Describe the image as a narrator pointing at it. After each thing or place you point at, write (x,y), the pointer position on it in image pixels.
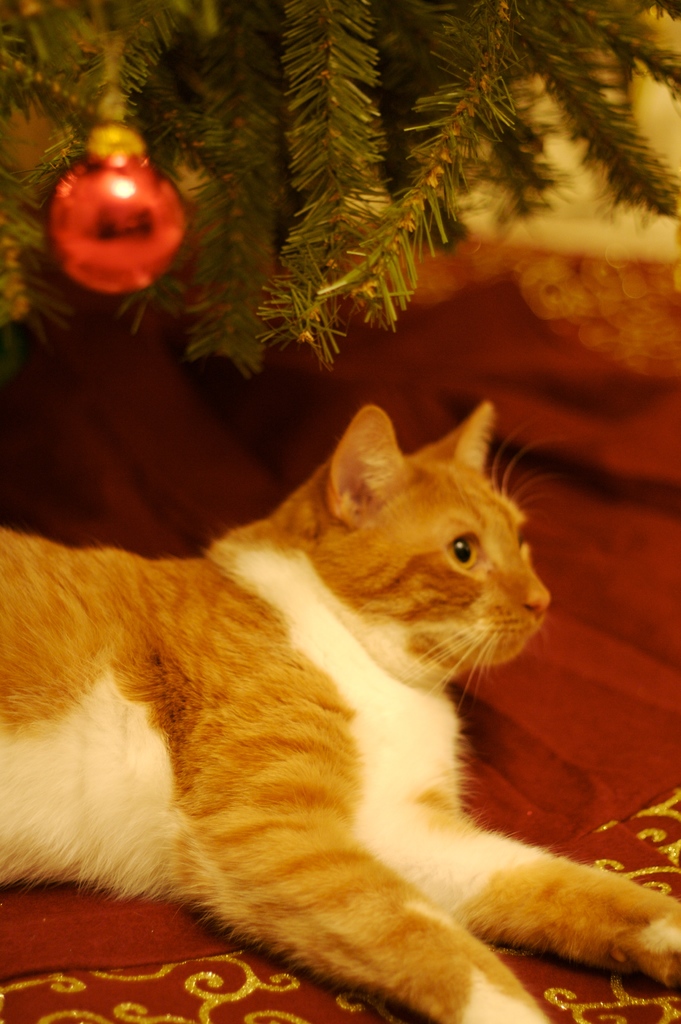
In the foreground of this image (115,771), there is a cat (241,654) on a red color object (187,918). At the top (163,265), there is a red color ball (117,180) hanging to a plant (297,81).
